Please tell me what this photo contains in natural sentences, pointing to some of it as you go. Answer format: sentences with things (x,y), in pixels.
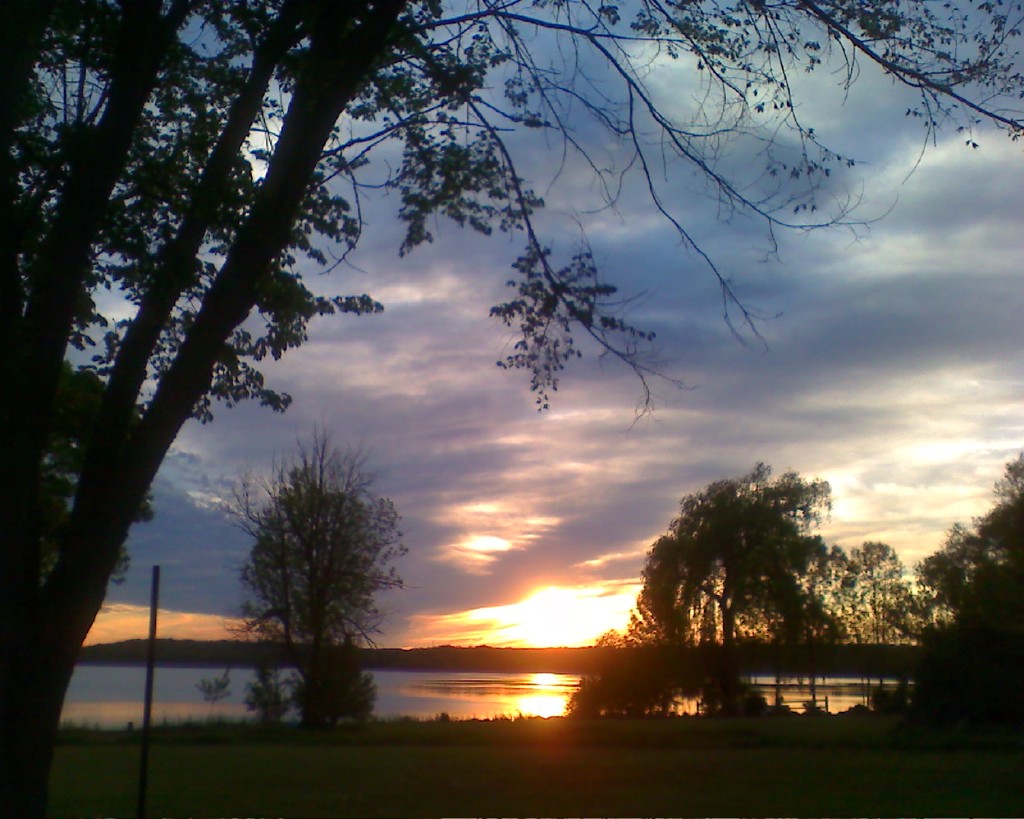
In this image I can see the dark picture in which I can see the ground (204,758), a pole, few trees (38,521) and the water (497,678). In the background (454,581) I can see the sky (686,348) and the sun (593,621).
